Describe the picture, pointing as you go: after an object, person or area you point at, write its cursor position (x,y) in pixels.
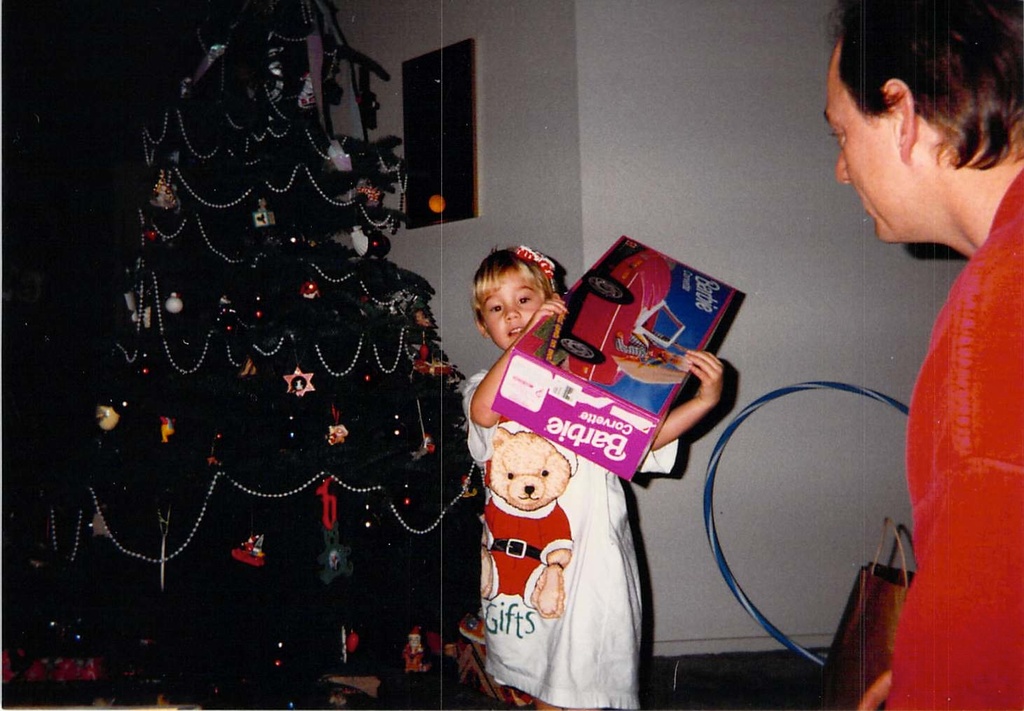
In this picture we can see a mirror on the wall (535,83). We can see a hula hoop (836,389) and a bag (860,688). On the right side (989,291) we can see a man (986,201). We can see a Christmas tree (262,102) which is decorated very beautifully. A kid (696,363) is standing near to a tree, holding a box (597,394).
